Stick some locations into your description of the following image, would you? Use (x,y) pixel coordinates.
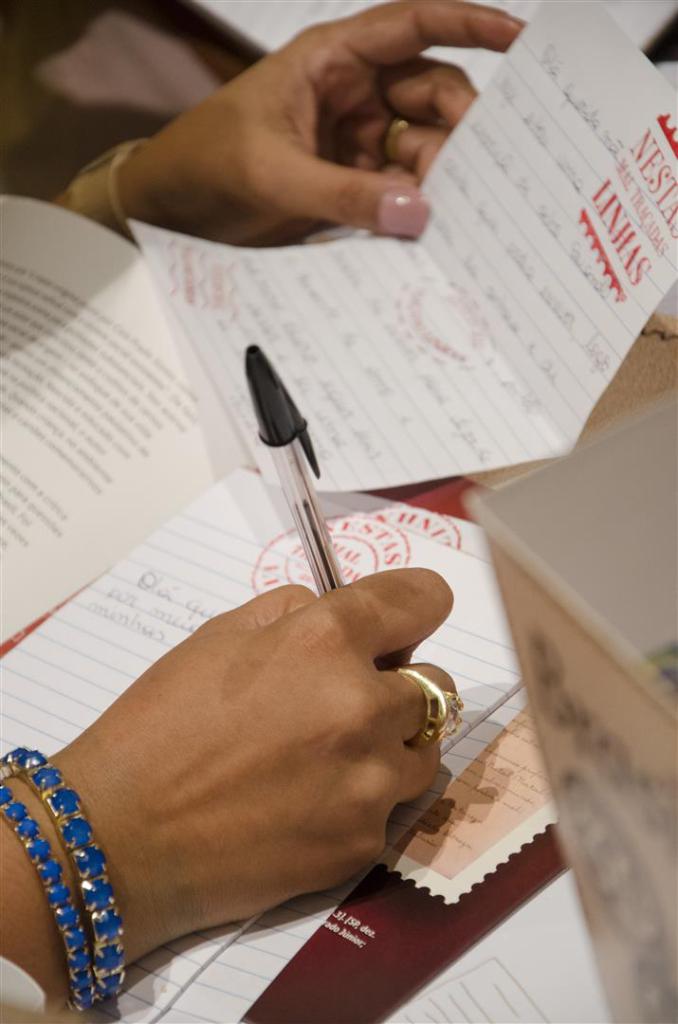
In this picture I can see a woman (239,796) writing with one hand (314,789) and holding a paper (424,238) in another hand (438,5) and I can see few papers (264,479) with some text (33,326).
